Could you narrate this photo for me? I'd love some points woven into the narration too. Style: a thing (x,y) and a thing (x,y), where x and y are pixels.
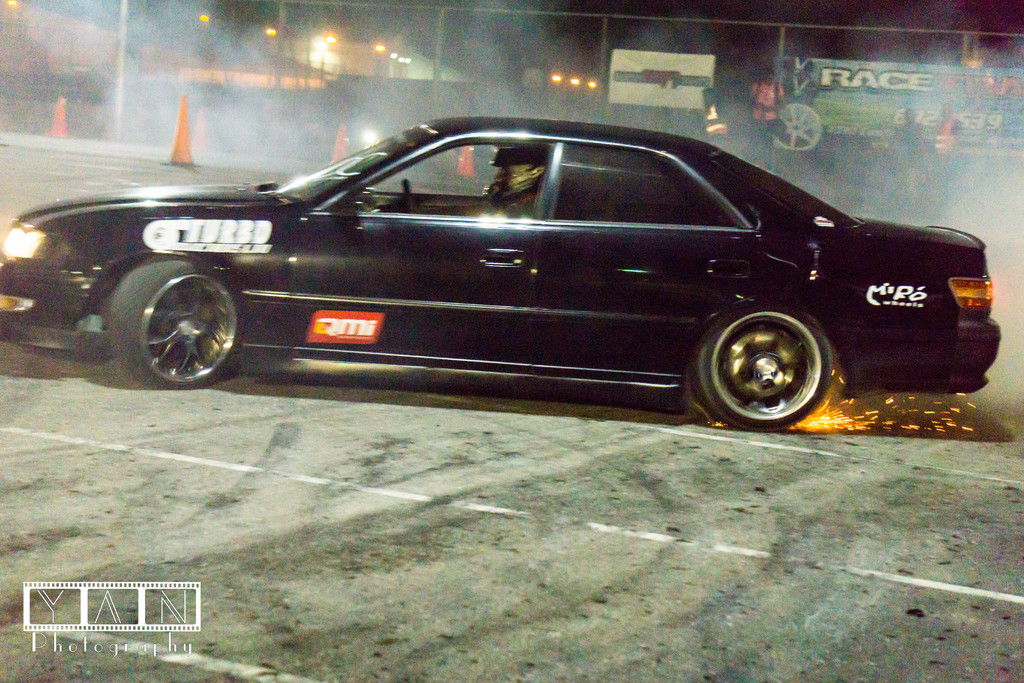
In this image in the center (455,230) there is one car (447,305), and in that car (476,226) there is one person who is sitting and driving. In the background (421,88) there are some poles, lights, houses (254,90) and some barricades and there are some people (767,121) who are standing. At the bottom (699,482) there is a road (742,597).
